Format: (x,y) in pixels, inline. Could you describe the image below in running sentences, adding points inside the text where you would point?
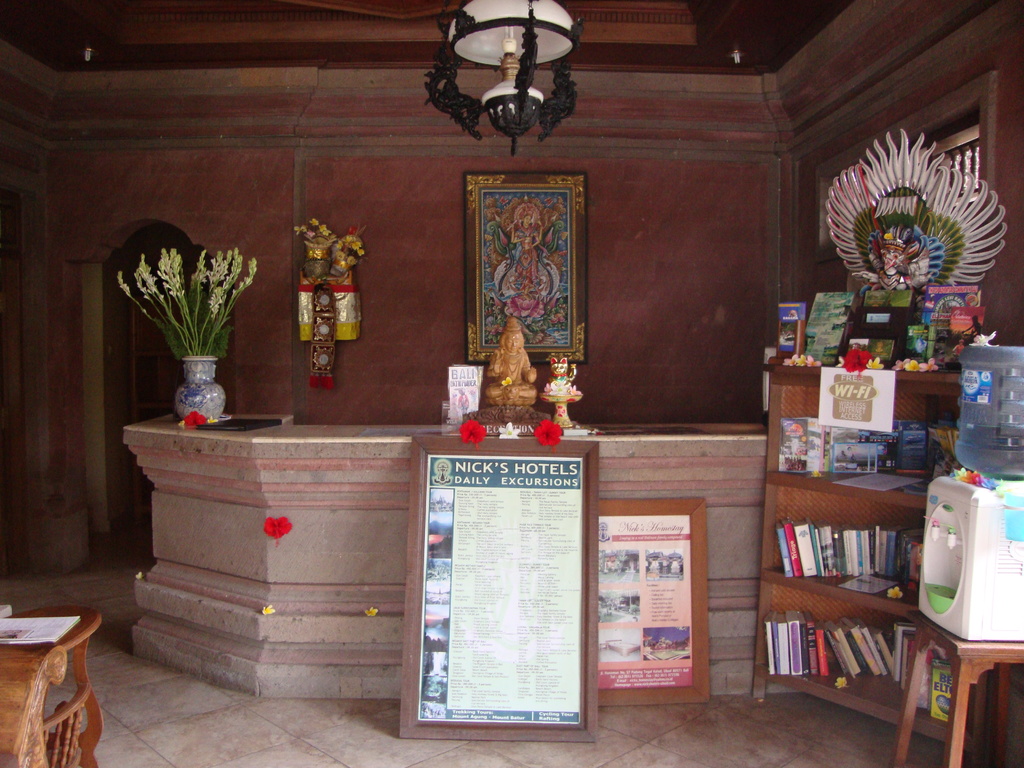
In this image we can see the idols (552,374), text frames (547,576) and also the frame (560,219) attached to the plain wall (272,251). We can also see the flower vases (196,400), flowers (185,335) and also the water filter (965,600) on the stool (927,619). We can also see the table (58,712), book (49,627) and also the wooden racks (801,400) with the books (915,541). We can also see the window (958,136) and also the ceiling (356,45) with the light (495,17). We can also see the floor (392,723) and also the counter (708,425).
